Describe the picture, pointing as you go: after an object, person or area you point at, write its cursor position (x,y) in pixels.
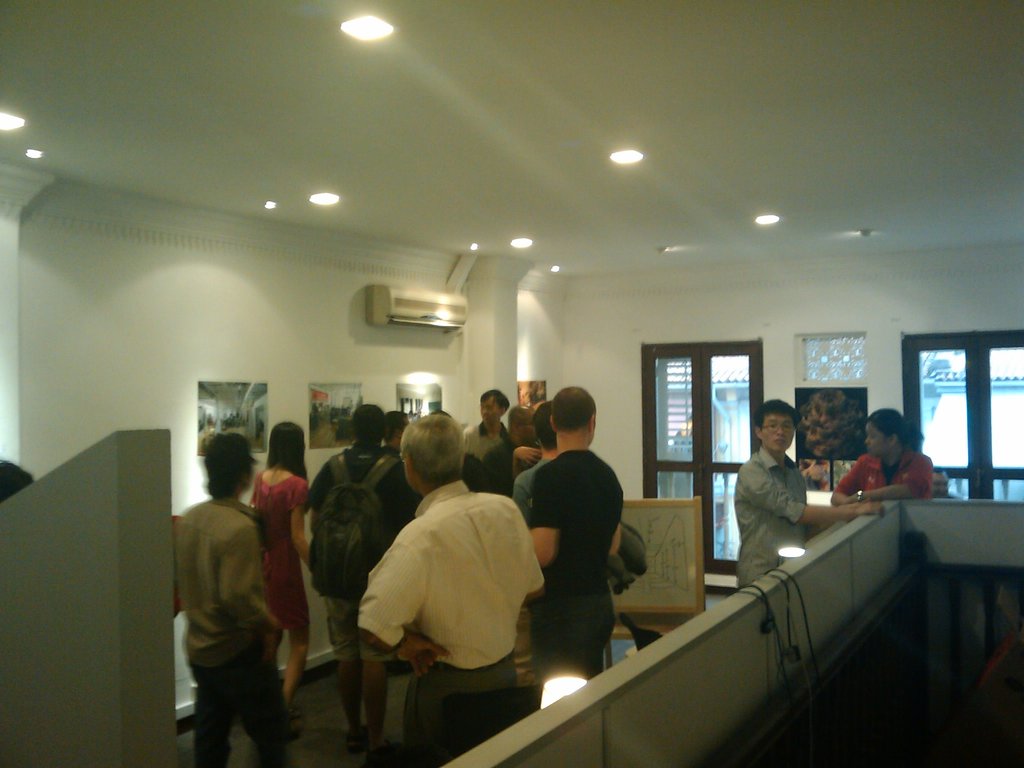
In the center of the image (510,434) there are people (589,445) standing. In the background of the image (206,348) there is wall (619,358). There is a door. there is a ac (416,294). At the top of the image (398,104) there is ceiling (392,124) with lights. To the right side of the image (1011,367) there is a door (1019,383).
